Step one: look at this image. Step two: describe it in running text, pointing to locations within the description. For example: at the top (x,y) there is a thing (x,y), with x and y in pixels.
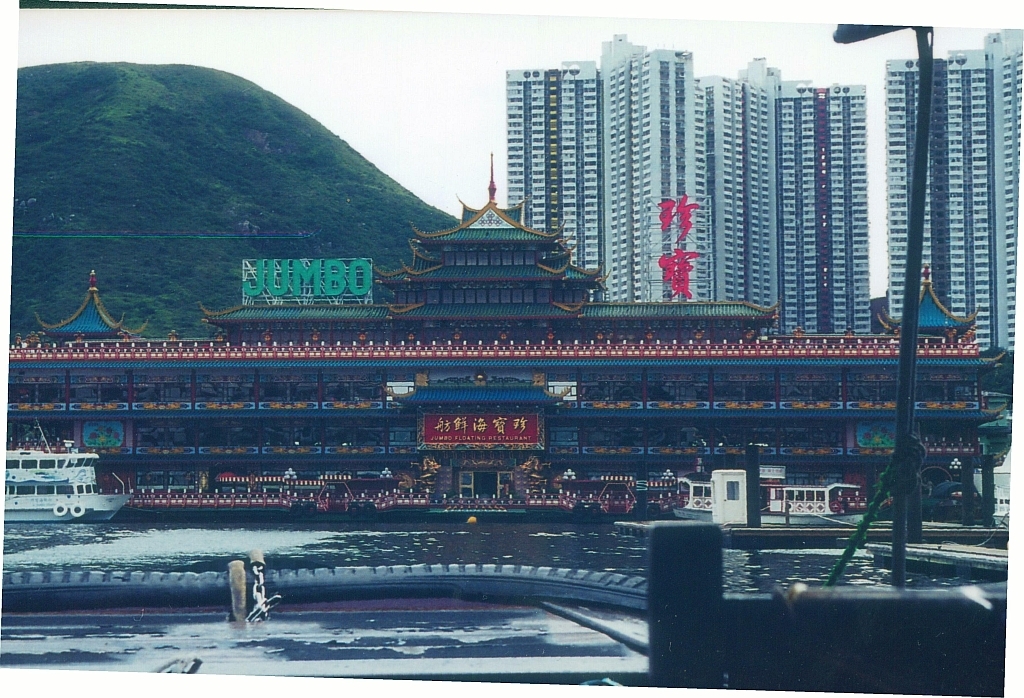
In this image we can see a group of buildings (539,361), boats (696,498) placed in the water (569,536). To the right side of the water (603,536) we can see a pole (896,516). In the background (262,159), we can see a mountain (216,154) and sky (284,67).
